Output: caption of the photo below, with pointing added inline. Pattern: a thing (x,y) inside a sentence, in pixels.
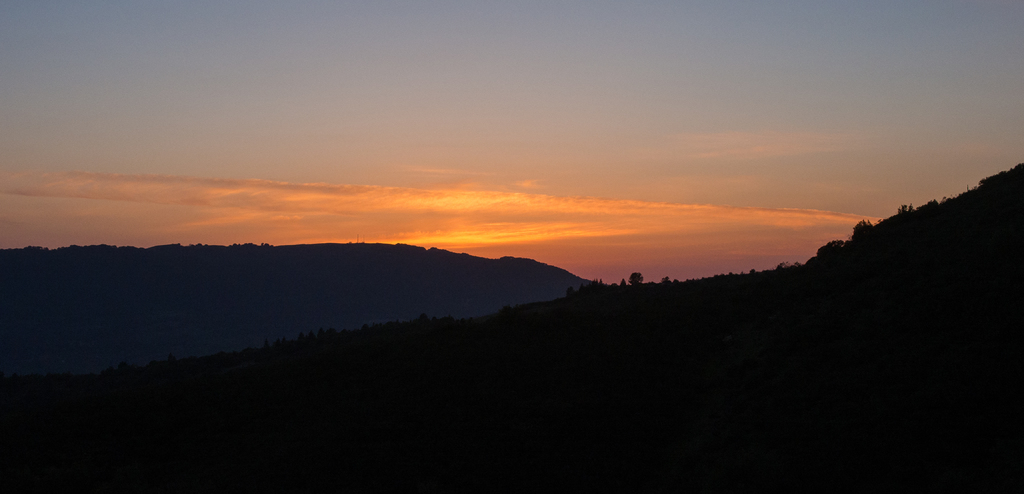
In this picture we can see mountains (526,268) and trees (321,329). In the background (139,217) we can see orange color clouds (538,195). At the top (474,38) there is a sky (409,50). At the bottom (550,432) we can see the darkness (381,475).
